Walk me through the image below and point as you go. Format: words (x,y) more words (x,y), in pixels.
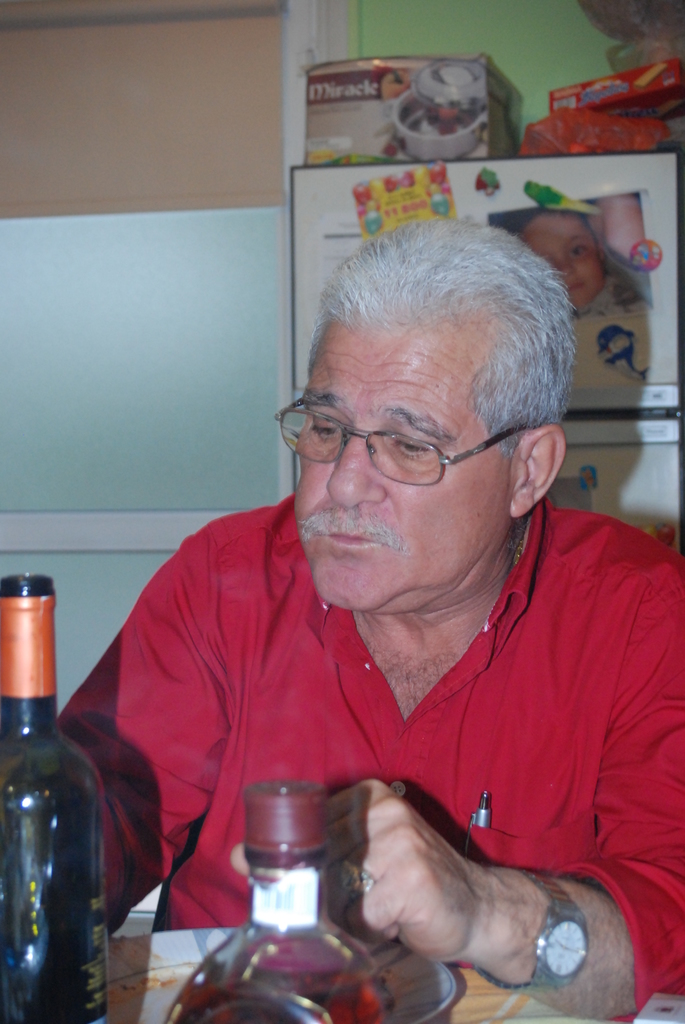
In the picture we can see a man (242,724) wearing a red shirt (299,699) and sitting on a chair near the table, on the table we can see two bottles (81,864), which is green in color, and which is filled with wine (314,976), in the background (63,472) we can see a wall (532,110), glass (240,295), and a refrigerator (412,159), there are some pictures (426,180) on it and some boxes (489,117) kept on the top of it.
